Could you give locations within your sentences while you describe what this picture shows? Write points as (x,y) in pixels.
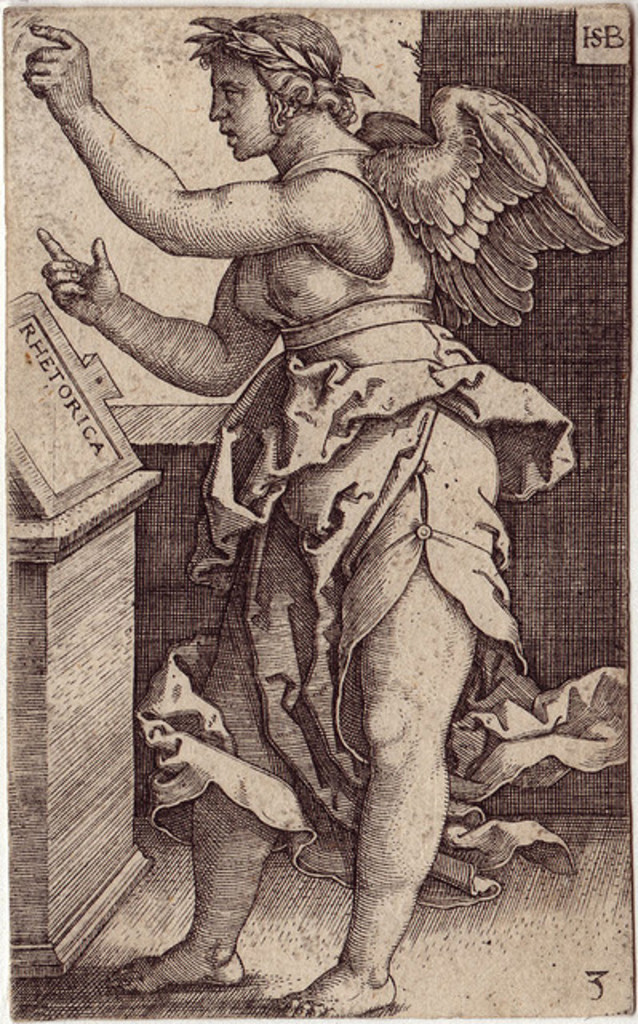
In the image there is a painting (233,393) of an angel (382,260) and there is a table (122,563) in front of the angel (179,704).
